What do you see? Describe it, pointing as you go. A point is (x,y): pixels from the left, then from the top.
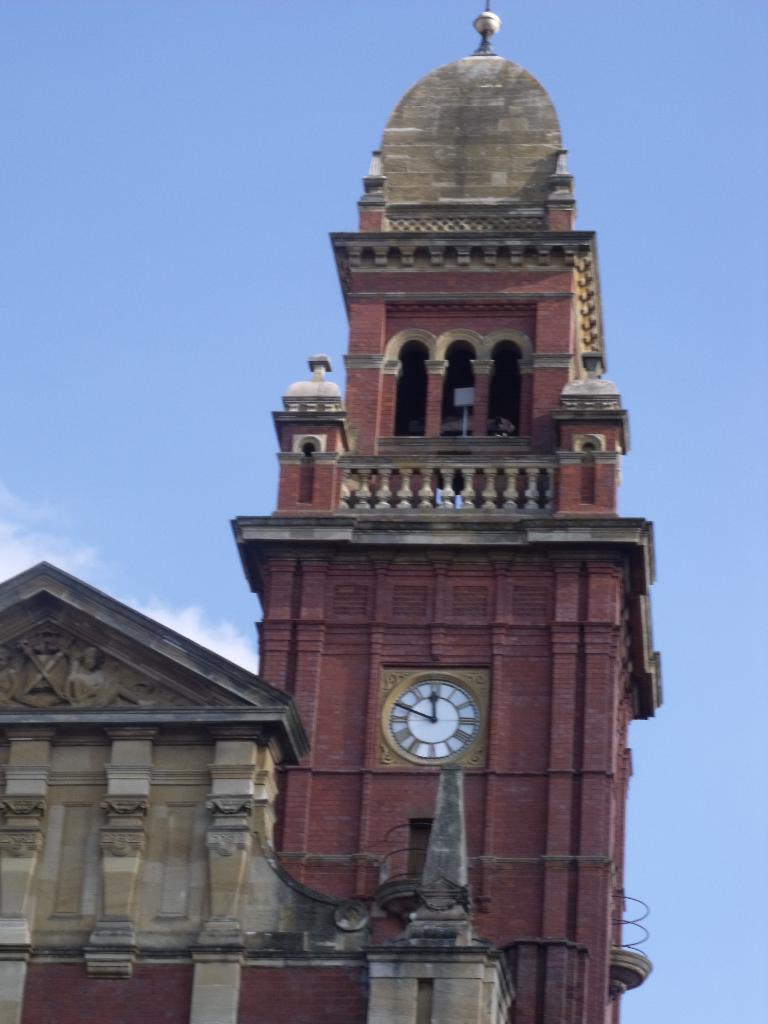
It's a big structure (496,805), there is a clock (441,724) in it, at the top (162,232) it's a sky (162,232).
